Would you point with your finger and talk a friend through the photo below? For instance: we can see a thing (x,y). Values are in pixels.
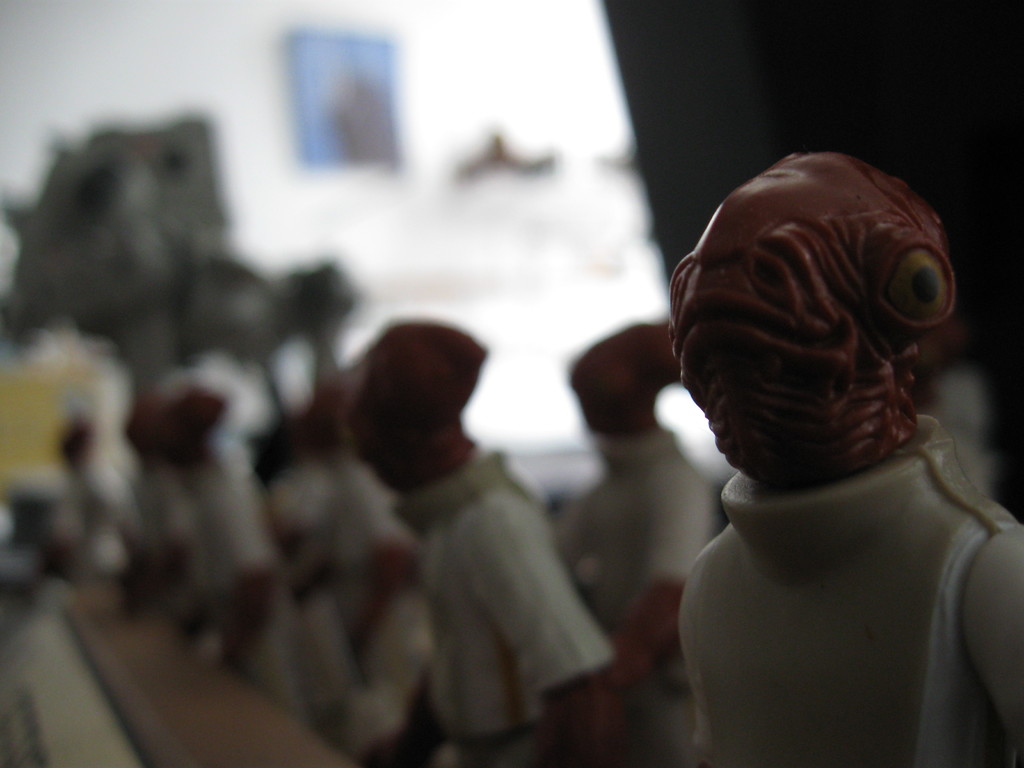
In this picture there are toys (598,482) in the image and there is a portrait (348,104) on the wall (103,82) at the top side of the image (337,124).
